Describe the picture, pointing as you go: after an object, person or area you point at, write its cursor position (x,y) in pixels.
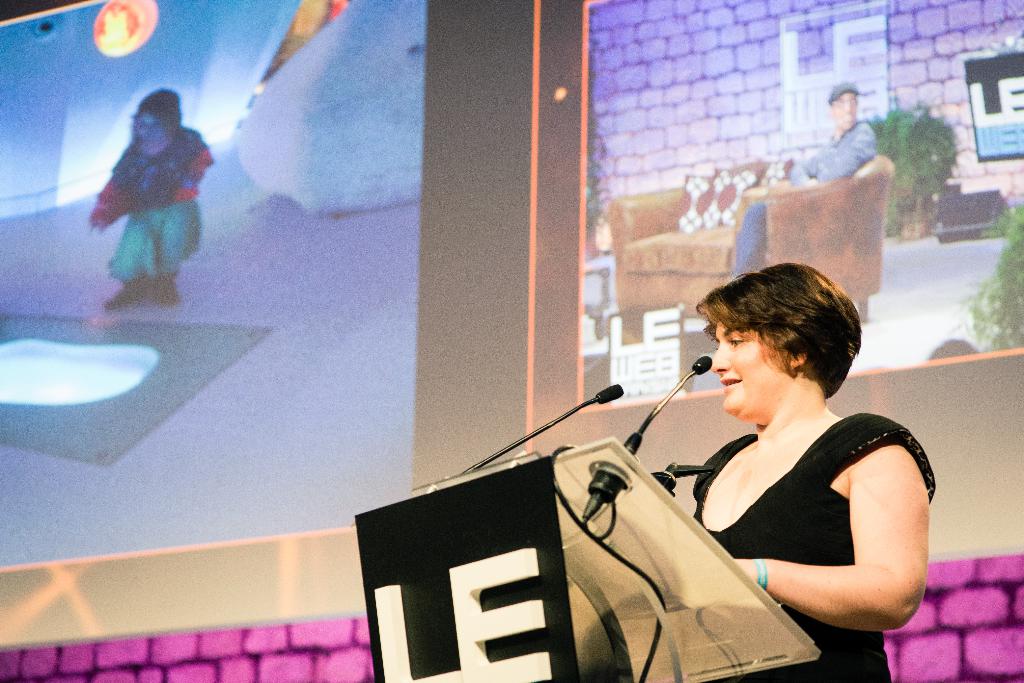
Here in this picture we can see a woman (759,466) standing over a place and speaking something in the microphones (659,411) present in front of her on the speech desk (483,551) present in front of her and behind her we can see projector screens (246,39) with somethings projected on it and we can see she is smiling.
